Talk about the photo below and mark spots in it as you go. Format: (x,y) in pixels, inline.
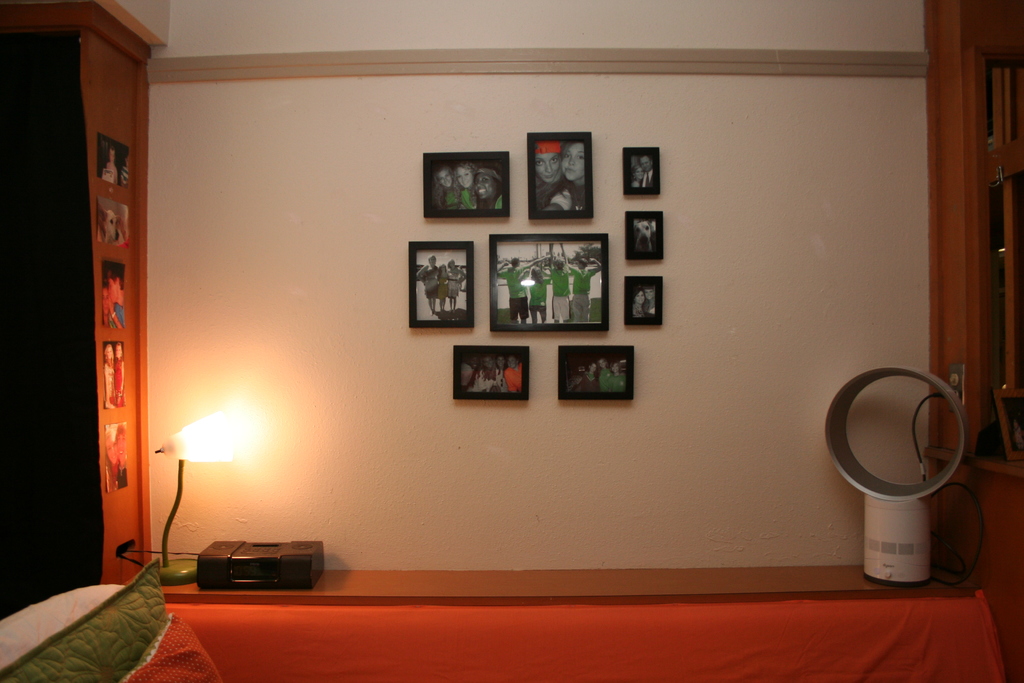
In this picture we can see pillows (123,646), device (226,551), lamp (220,447), photos (119,175), cable (973,496), photo frames (453,266) on the wall (350,219) and some objects (897,521).
